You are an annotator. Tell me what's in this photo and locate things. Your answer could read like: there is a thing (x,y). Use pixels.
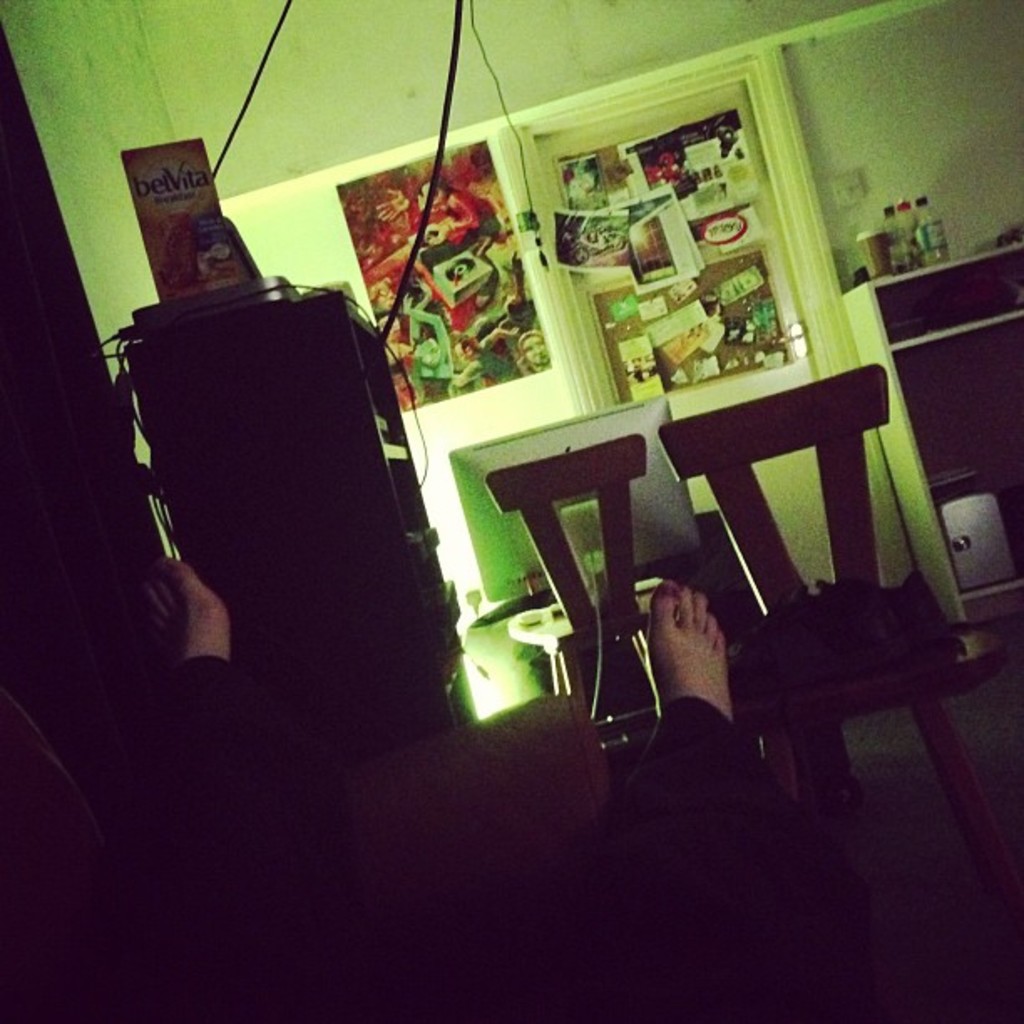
This image is taken inside a room (92,714). In the middle of the image (682,621) a man (189,641) is sitting on sofa (553,782) and stretching his legs (237,716). At the background (76,60) there is a wall (963,101) with frames (622,313) on it. In the right side of the image (859,242) there is a cupboard (1009,288) and there were things (890,246) on it and there are few empty chairs (869,403) in this room (782,492).
